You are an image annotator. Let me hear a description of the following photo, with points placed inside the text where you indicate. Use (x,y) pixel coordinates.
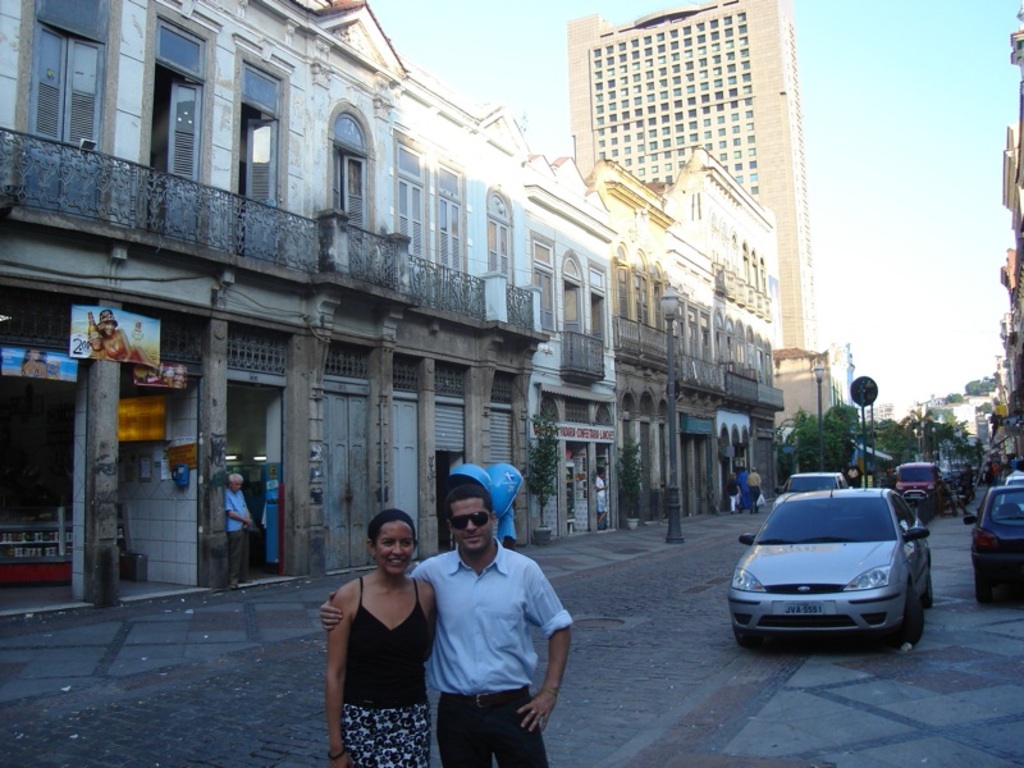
On the right side of the image (841,510) we can see some vehicles (893,511), trees (917,439), board (855,399). At the bottom of the image (438,724) we can see two persons (443,724) are standing. In the background of the image (384,469) we can see buildings (321,354), boards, shutters (454,442), doors (362,456), plants (541,429), windows (273,341). At the top of the image (803,40) we can see the sky (844,59). At the bottom of the image (703,705) we can see the road (677,705).
